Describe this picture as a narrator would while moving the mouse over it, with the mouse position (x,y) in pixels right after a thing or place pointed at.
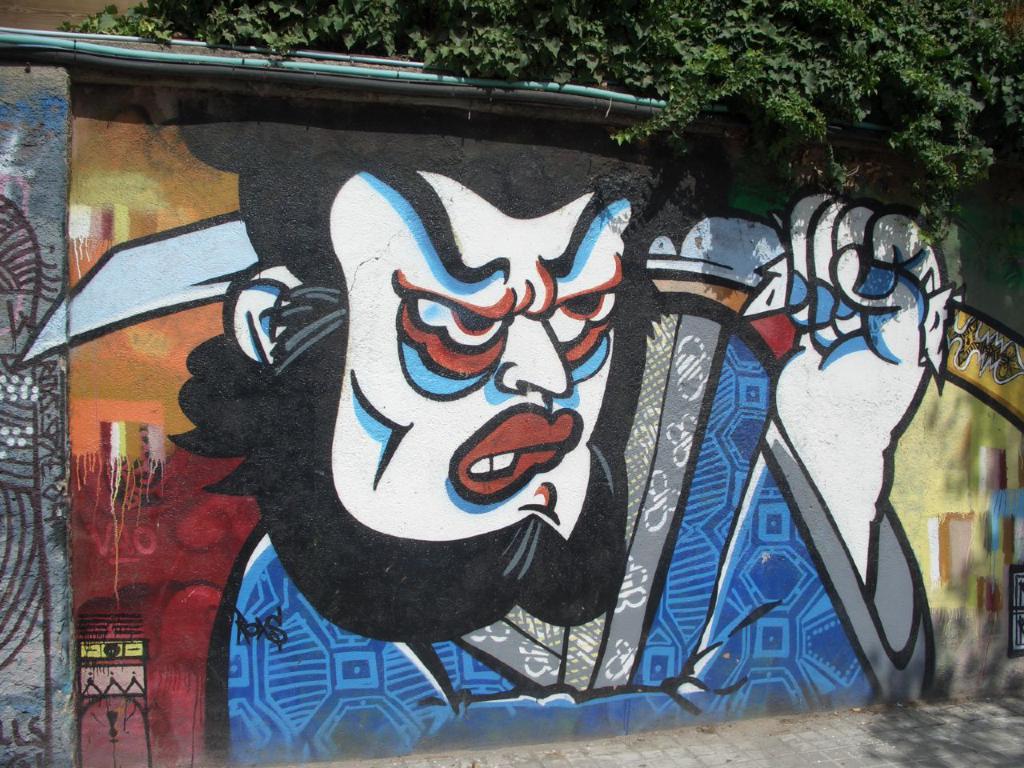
In the image we can see a wall (518,396). On the wall (478,445) there is a painting (417,441), this is a footpath (950,718) and a tree (687,30).
